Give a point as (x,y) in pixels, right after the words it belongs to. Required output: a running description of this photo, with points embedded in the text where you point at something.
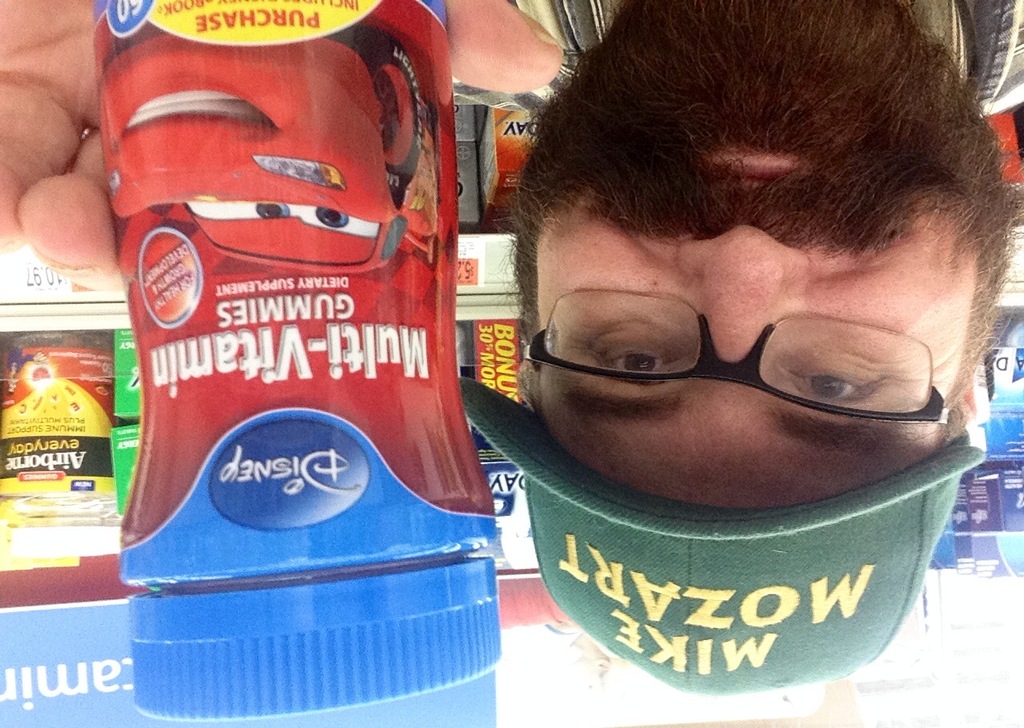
In this picture I can see there is a man (887,217) standing and he is wearing a cap (703,596), he has a mustache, beard (607,93) and spectacles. He is holding a bottle (451,514) in his hand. There are few other objects (490,123) arranged on the shelf (63,393) in the backdrop (33,432).
